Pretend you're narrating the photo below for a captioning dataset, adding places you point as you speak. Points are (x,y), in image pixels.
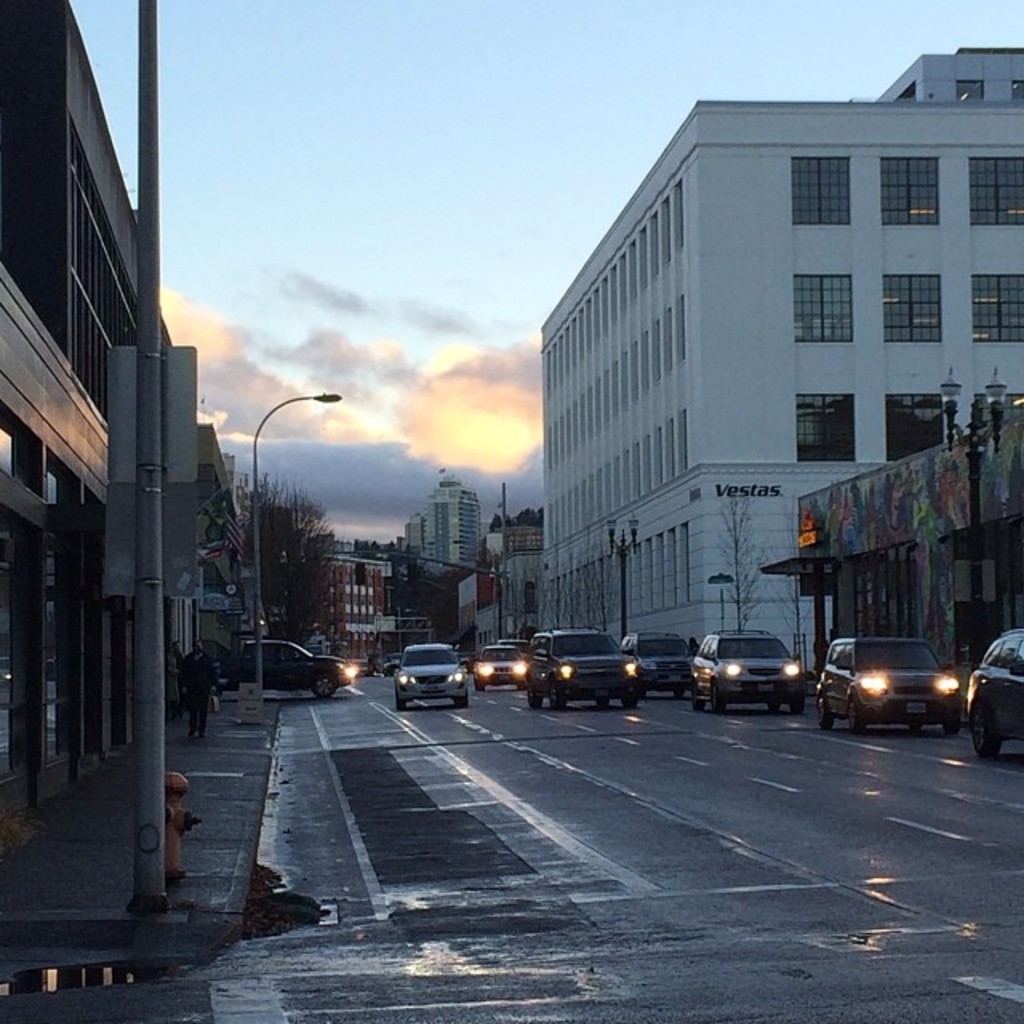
In this image I can see the road (626,855), few vehicles (715,686) on the road (678,704), the sidewalk (212,791), a fire hydrant (173,810), a person (210,659) standing on the sidewalk (184,893), few poles (626,611), few buildings (748,579) and few trees (295,552) on both sides of the road (618,807). In the background (468,57) I can see the sky (474,206).
